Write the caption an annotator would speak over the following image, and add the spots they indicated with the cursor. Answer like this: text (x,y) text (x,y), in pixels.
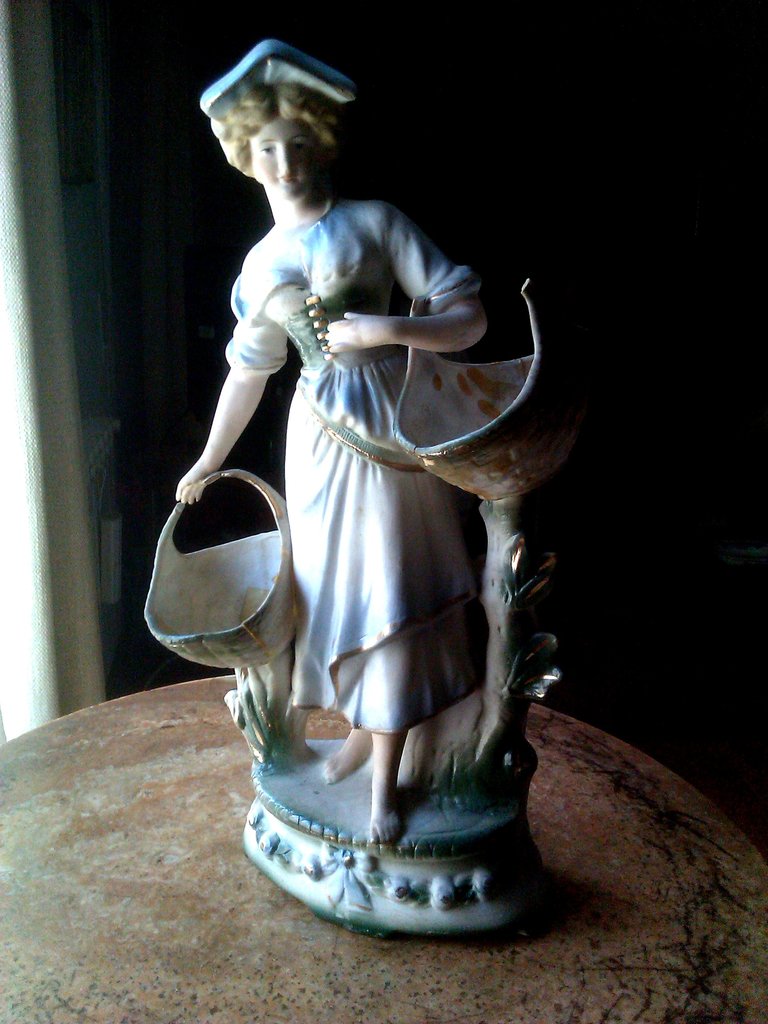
In this picture we can see a table (585,911), there is a figurine (469,883) present on the table (28,987).
